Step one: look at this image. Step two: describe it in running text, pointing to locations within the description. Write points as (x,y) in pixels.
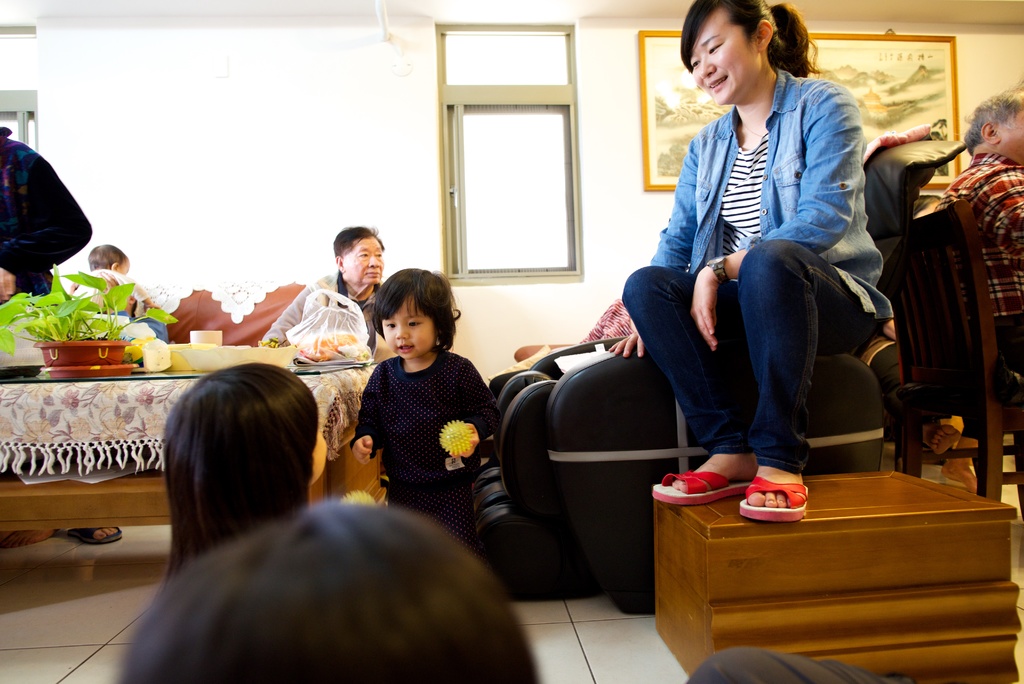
In this image I can see the group of people (445,517) sitting. And there is a table (128,376). On the table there is a flower vase (63,360) and some of the objects (325,326) and the frames (648,129) attached to the wall (606,160).
